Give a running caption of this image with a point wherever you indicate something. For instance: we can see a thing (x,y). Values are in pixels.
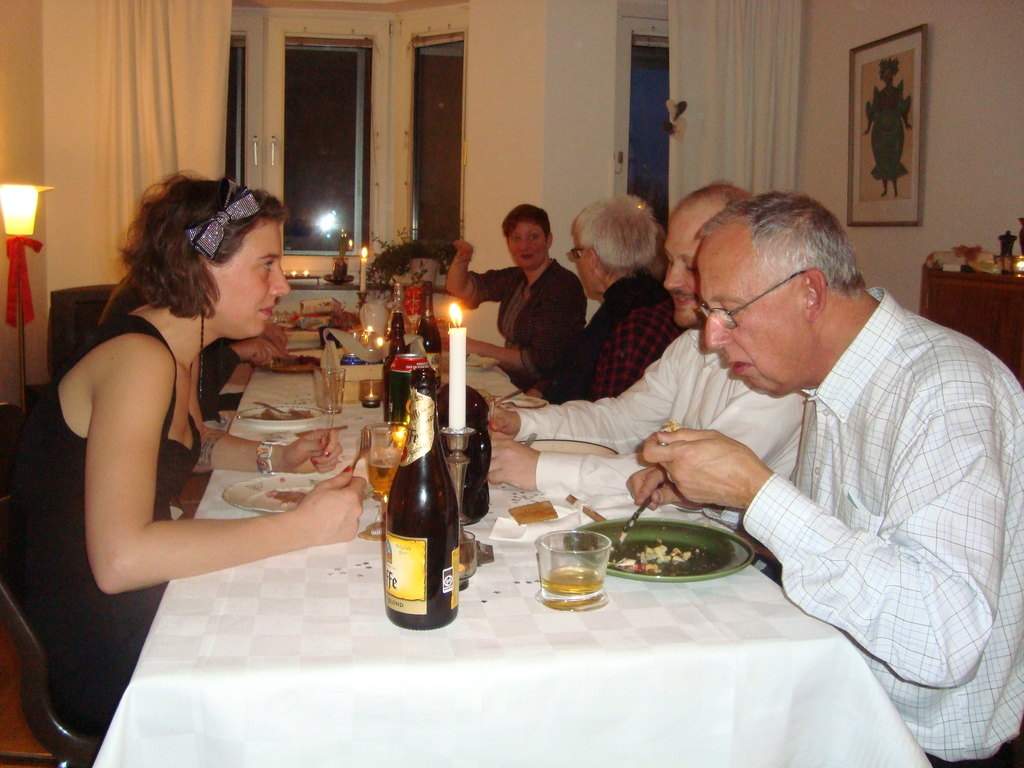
In this image I can see the group of people (574,488) sitting. In front of them there is a table (537,591). On the table (328,556) there is a plate (279,507), bottle (415,483), glass (550,570), spoon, candle (459,340) and I can also see a window (400,165) in this room (369,161). There is a wall (969,161) with frame (873,148) attached to it. I can also see a lamp (15,218).
